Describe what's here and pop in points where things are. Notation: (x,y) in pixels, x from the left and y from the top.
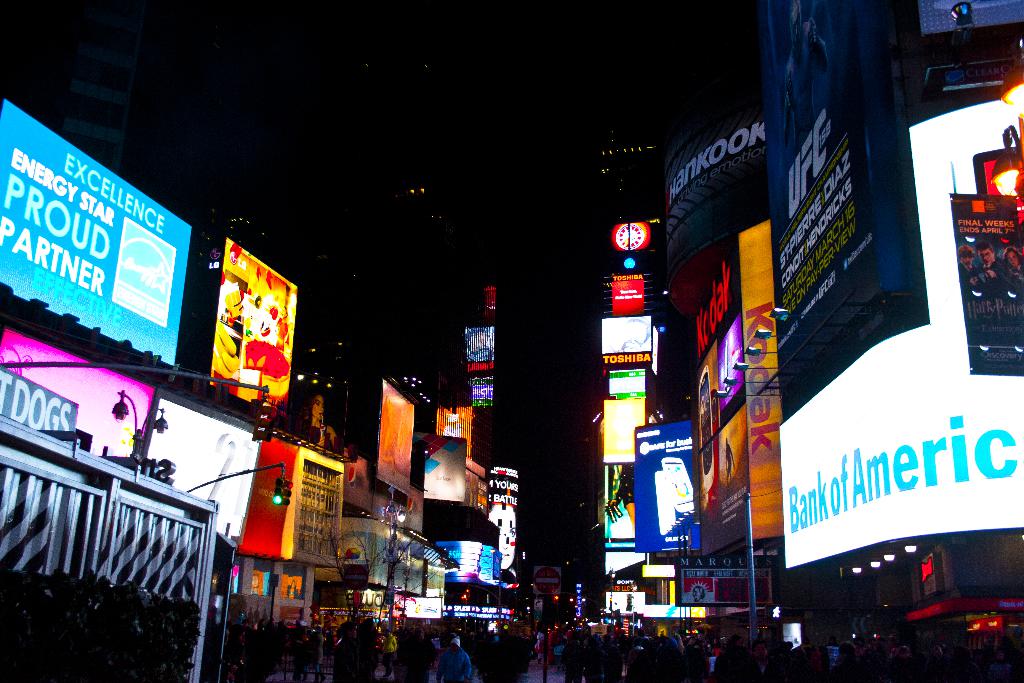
This is the picture of a city (778,240). In this image there are buildings (426,380) and there are boards (933,367) on the buildings (692,401). At the top (543,85) there is sky (521,85). At the bottom (552,645) there are group of people (745,676) on the road (551,679) and there are poles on the footpath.
